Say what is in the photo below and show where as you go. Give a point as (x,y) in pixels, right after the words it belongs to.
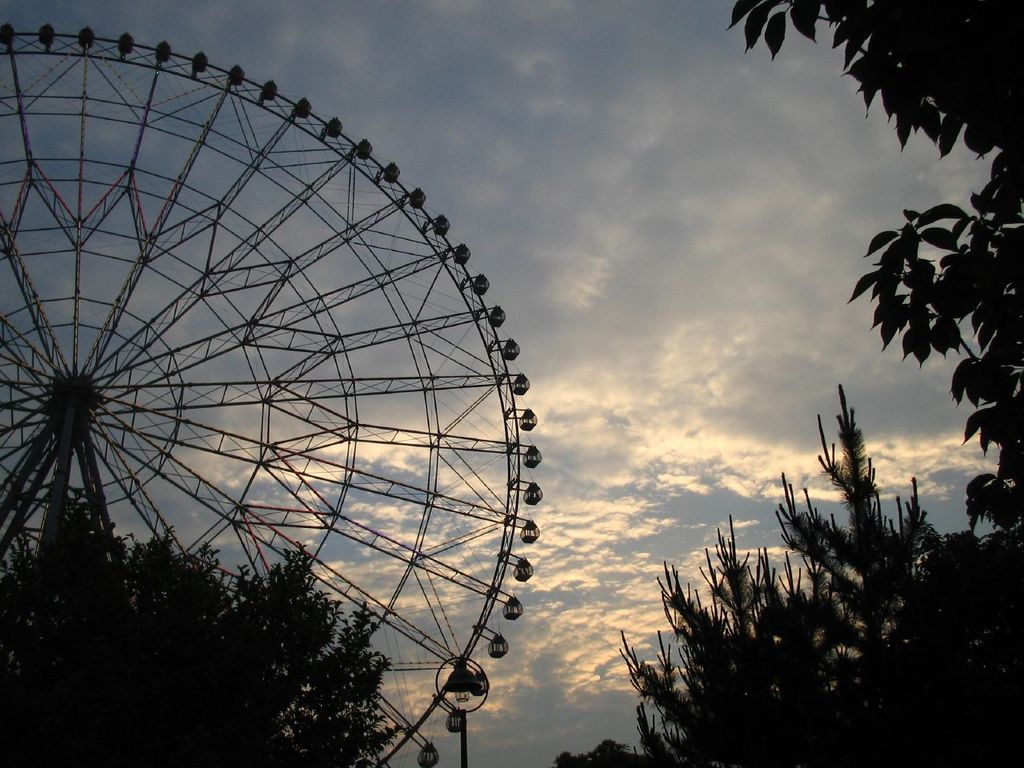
In this image we can see a giant wheel (314,558), few trees (946,648) and the sky (738,436) with clouds (659,404).
